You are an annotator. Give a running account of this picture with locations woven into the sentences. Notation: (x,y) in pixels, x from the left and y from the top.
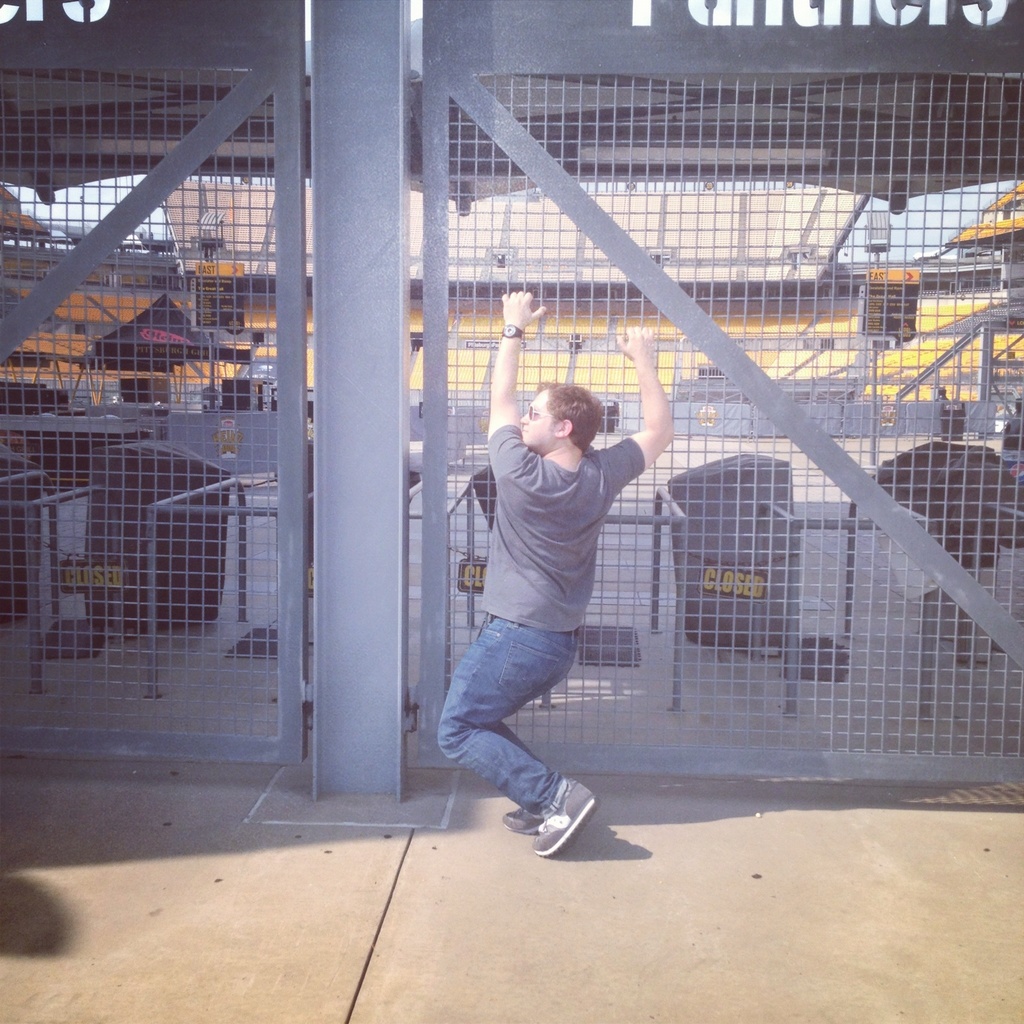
There is one man (512,591) standing and holding a fencing (630,299) as we can see in the middle of this image (532,345), and there is a building (471,302) in the background (726,306).
